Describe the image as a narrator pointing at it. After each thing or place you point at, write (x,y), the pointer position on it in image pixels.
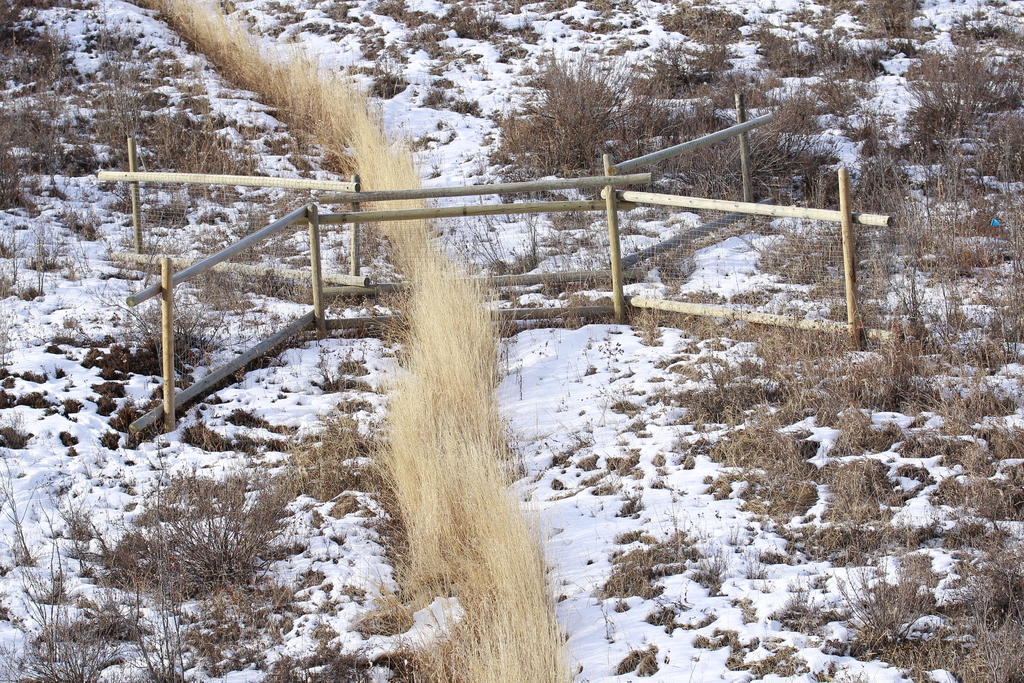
In this image we can see a wooden fencing (139,239) and snow (894,79) with dry grass (1023,656) and small plants (73,339).
